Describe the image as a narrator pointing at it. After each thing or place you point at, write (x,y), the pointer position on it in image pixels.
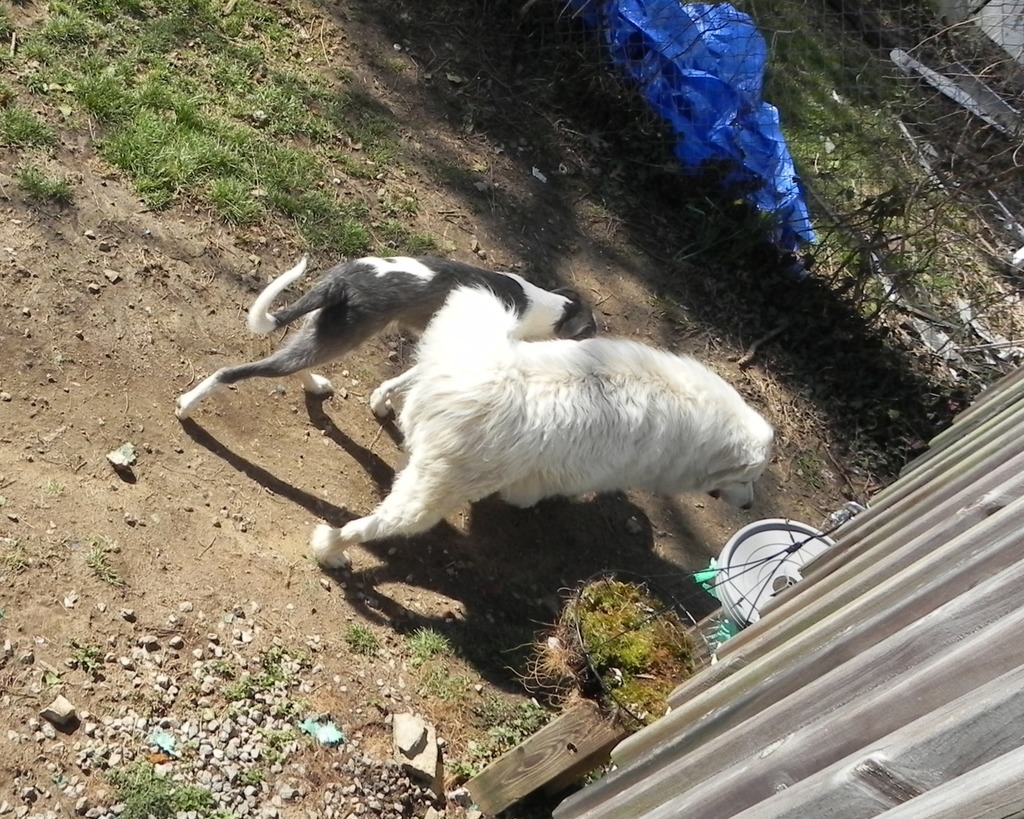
In the foreground of this image (279,375), there are two dogs (512,318). On the right (979,533), there is a wooden structure (858,661), a potted plant (644,610) and a white color circular object (820,541). At the top (762,99), there is a blue color plastic sheet (707,71) on the grass (298,108) and also we can see few dry leaves (909,338).
